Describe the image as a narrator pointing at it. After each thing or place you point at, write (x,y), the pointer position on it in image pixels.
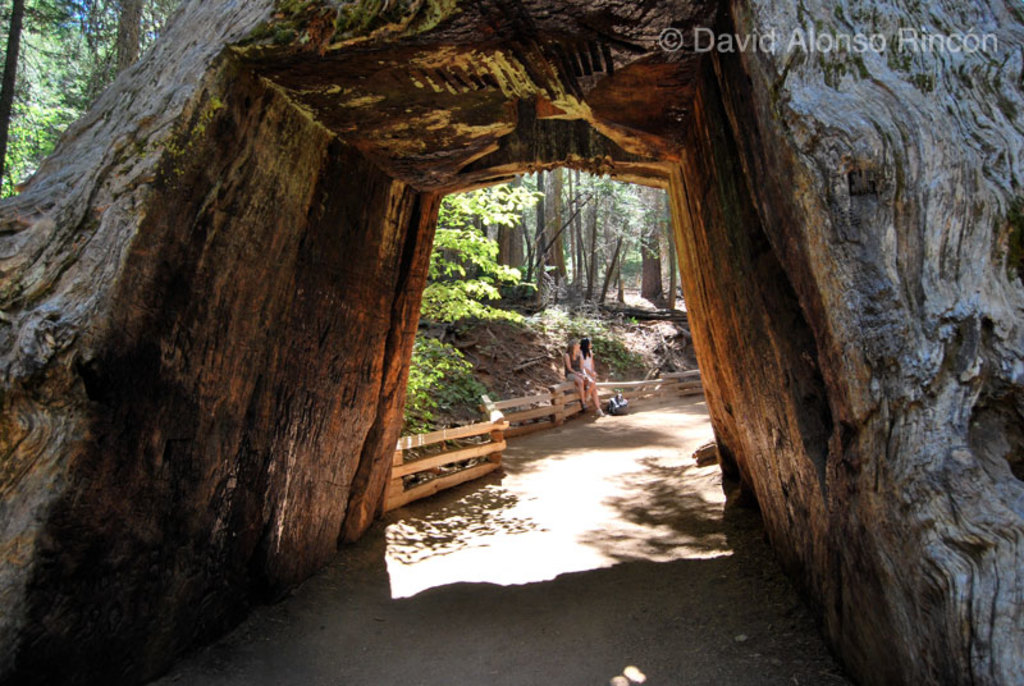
In the image there is a tunnel (301,85) in the front (853,16), in the back (581,347) there are two persons (592,370) sitting on wooden fence (556,405) with trees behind them.
